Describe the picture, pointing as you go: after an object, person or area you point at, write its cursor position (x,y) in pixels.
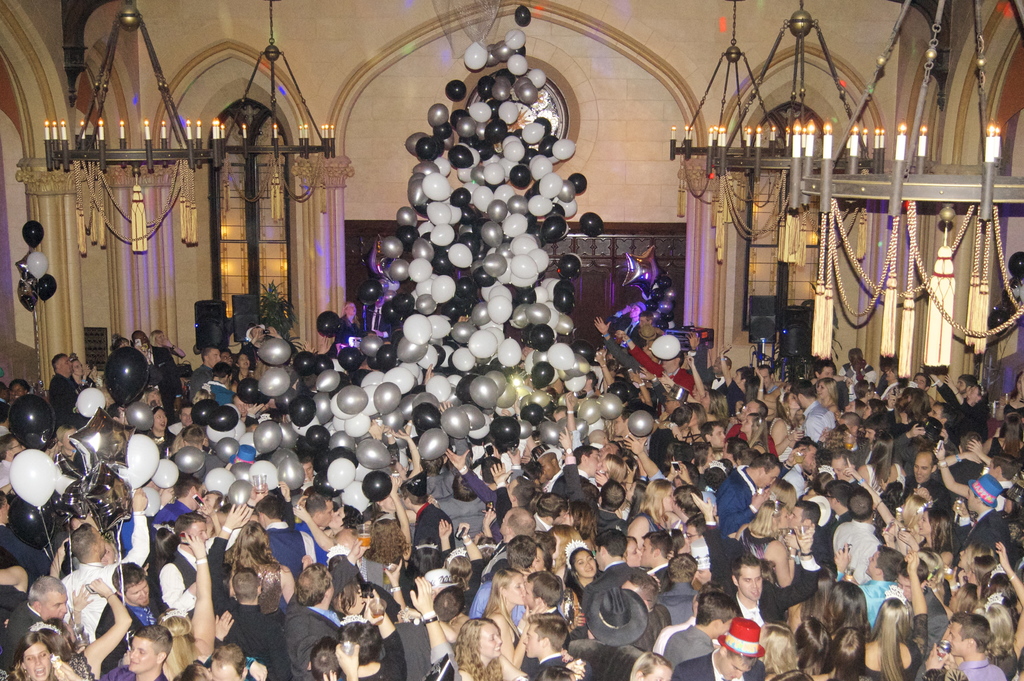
There are persons (803,423) in different color dresses (70,387) standing on the floor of a hall (951,436). Some of them are holding balloons (235,496). There are balloons (419,239) in the air (446,291), there are lights (834,184) attached to the roof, there are glass windows (259,111), speakers (255,312) and there is an yellow color wall (692,15).
